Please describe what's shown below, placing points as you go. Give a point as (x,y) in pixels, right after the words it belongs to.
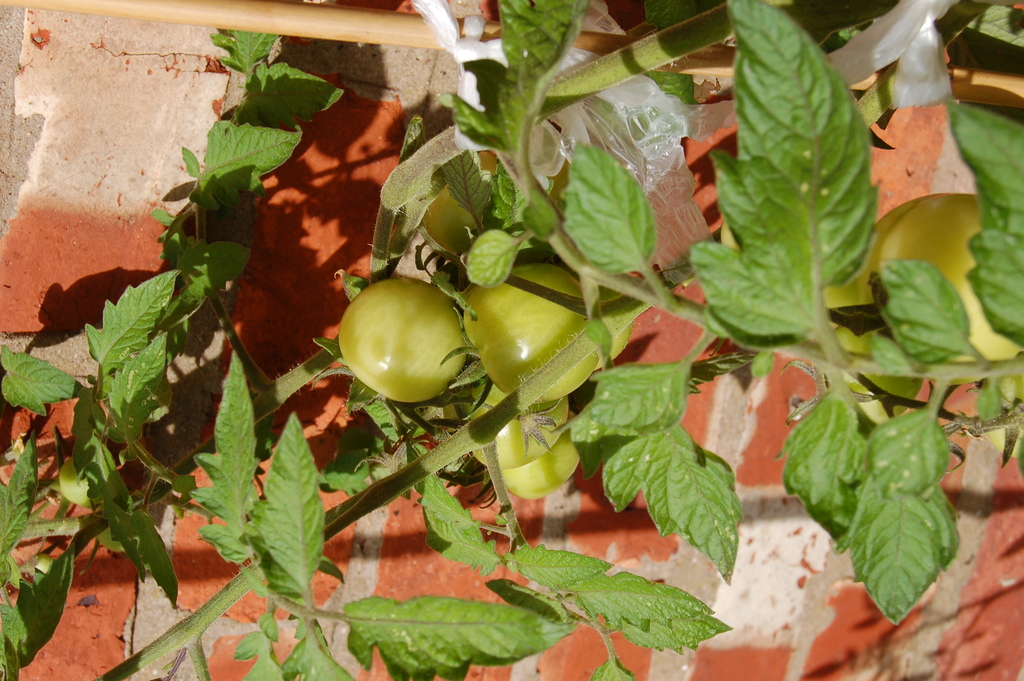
In the image there is a vegetable plant (437,263) in front of a brick wall (832,597).
